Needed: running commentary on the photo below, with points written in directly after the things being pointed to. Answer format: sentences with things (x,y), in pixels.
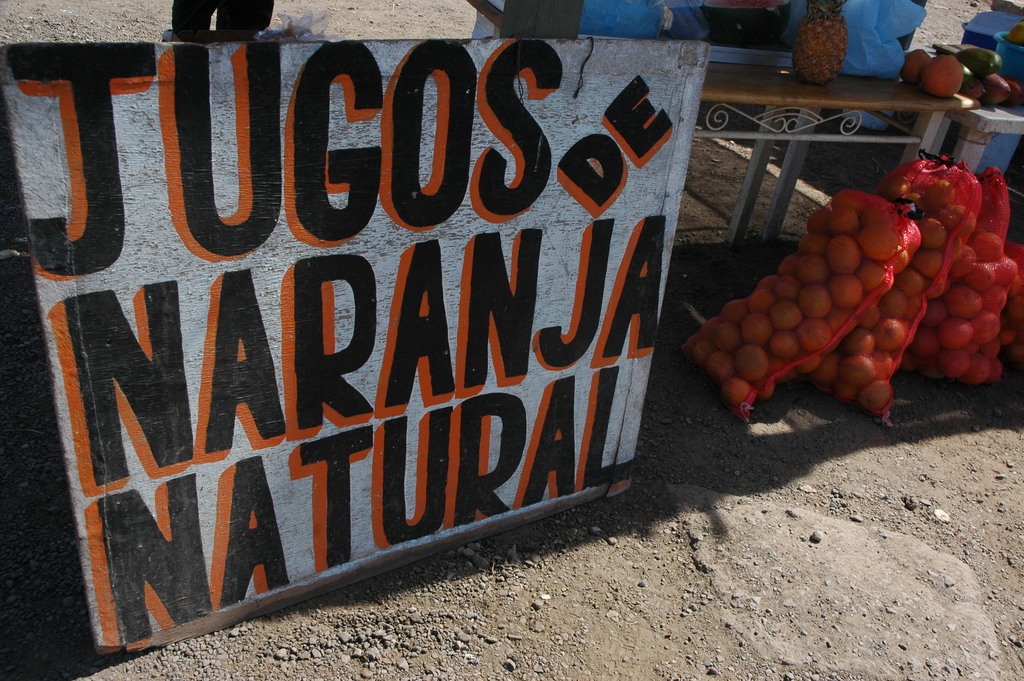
In this image I can see the ground (768,603), a board (385,449) which is white, black and orange in color, few fruits (735,354) in the bags (816,308) which are on the ground (828,574). I can see a desk (828,93) and on the desk (826,102) I can see a pineapple (827,60) and few other fruits (974,62). In the background (310,34) I can see few other objects (291,32).
